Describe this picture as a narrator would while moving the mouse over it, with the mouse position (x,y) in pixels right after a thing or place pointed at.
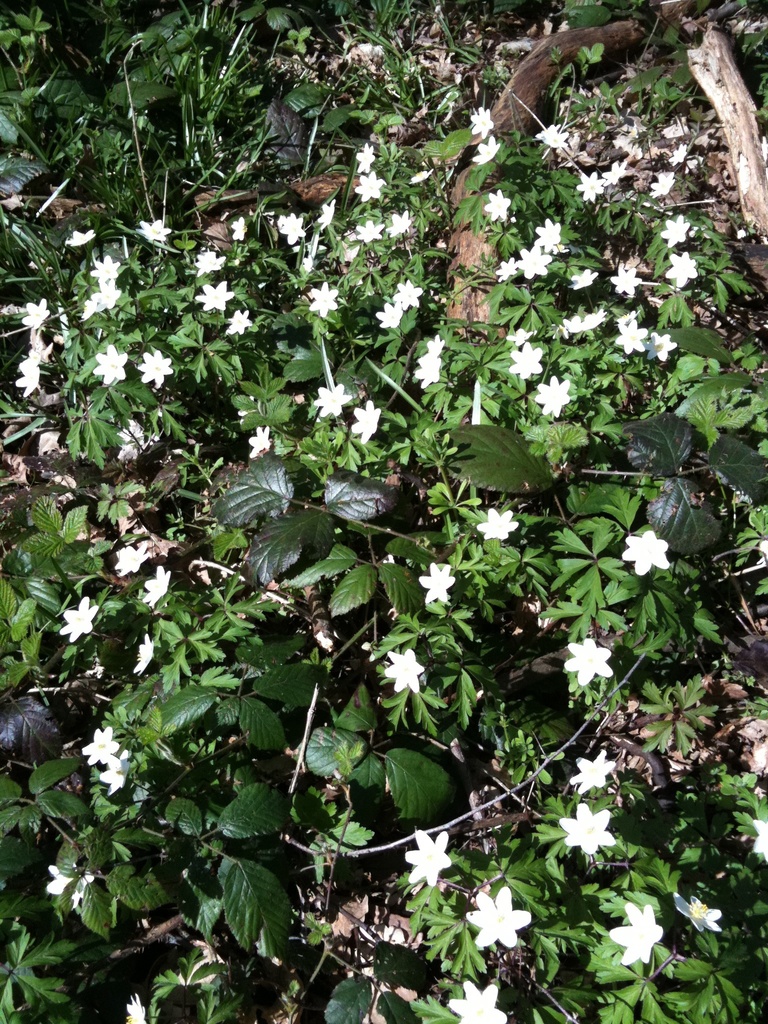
In the picture I can see flower plants (227,363). These flowers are white in color.
